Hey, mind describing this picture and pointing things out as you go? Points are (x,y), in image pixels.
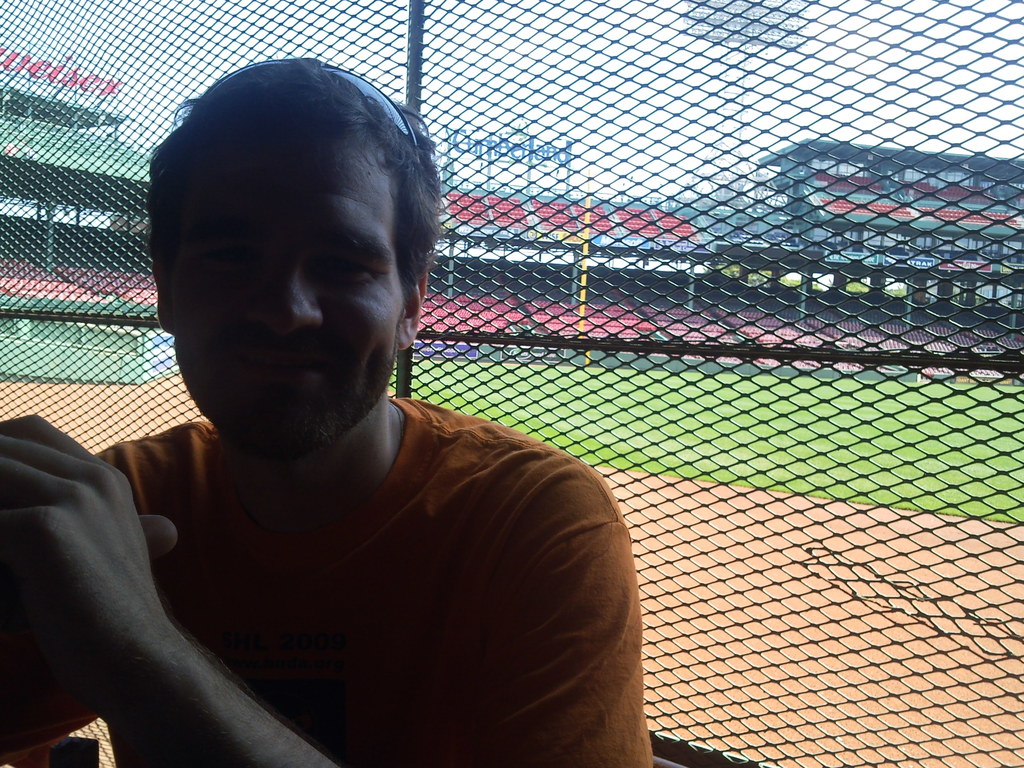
In this picture there is a man (408,494) with orange t-shirt (428,551) is sitting and smiling. At the back (64,359) there is a stadium (17,153) behind the fence (1008,365) and there is a pole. At the top (479,90) there is sky (479,6). At the bottom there is grass (772,397).
